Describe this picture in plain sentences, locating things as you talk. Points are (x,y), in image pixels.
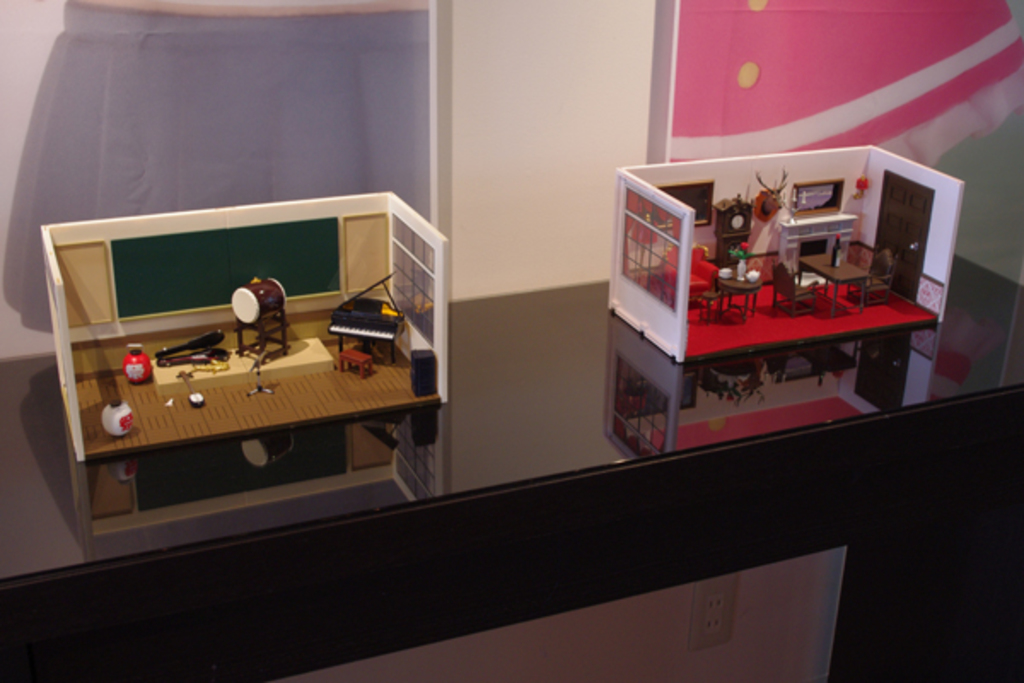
In this image we can see two models (700,309) on the surface (631,336). There is a reflection (765,404) of the models (728,299) on the surface (807,404). There is some design (388,91) on the either sides of the image. There is a plug socket (715,628) at the bottom of the image (722,616).
